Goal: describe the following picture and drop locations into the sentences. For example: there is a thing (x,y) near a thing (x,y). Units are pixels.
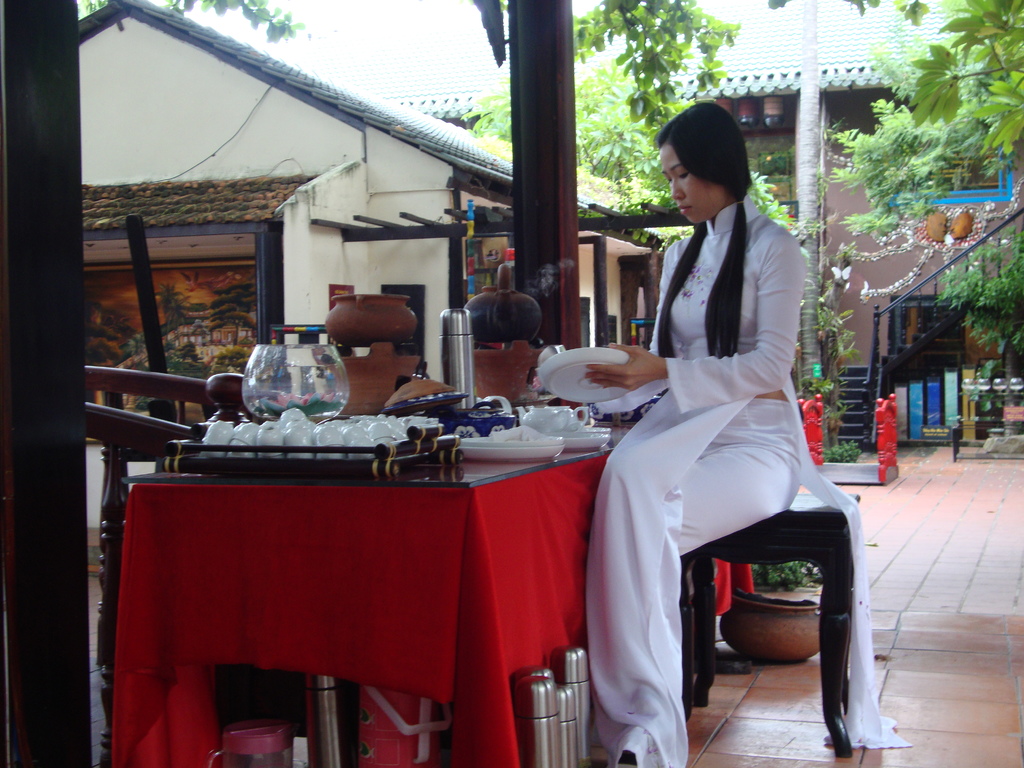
In this image in the front (734,474) there is a woman (699,458) sitting on a chair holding a plate (562,377) which is white in colour in her hand (599,367) and in front of the woman (643,433) there is a table (411,510) which is covered with a red colour cloth (423,551) and on the table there are cutleries (396,436), there is a flask (460,361) and there are pots (503,326) and there is the bowl (306,391) which is on the table (358,416). In the background (383,220) there are houses (300,187), trees (656,150) and there is a staircase (861,370) and in the front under the table (348,629) there are flasks (560,704).
